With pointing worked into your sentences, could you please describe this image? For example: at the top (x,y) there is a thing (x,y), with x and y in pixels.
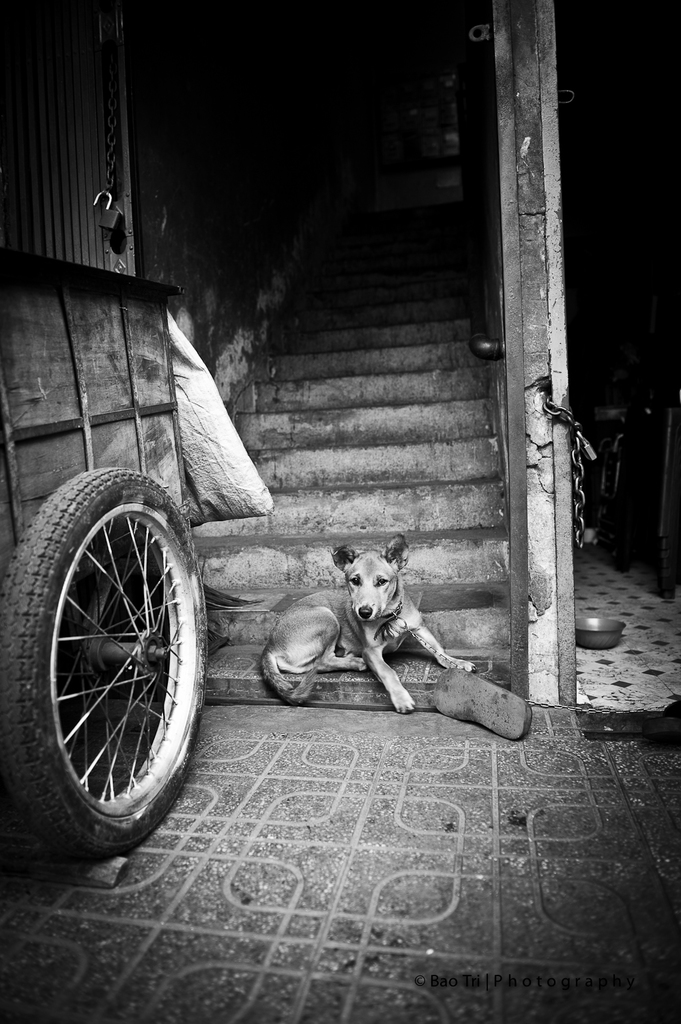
This is a black and white image. In this image, in the middle (386,592), we can see a dog (385,565) sitting on the staircase (302,514). On the left side (100,485), we can see a cart (192,553) and a window (61,213). On the left side (215,412), we can also see a bag (192,503). On the right side (553,354), we can see a pole (560,631) and a bowl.
